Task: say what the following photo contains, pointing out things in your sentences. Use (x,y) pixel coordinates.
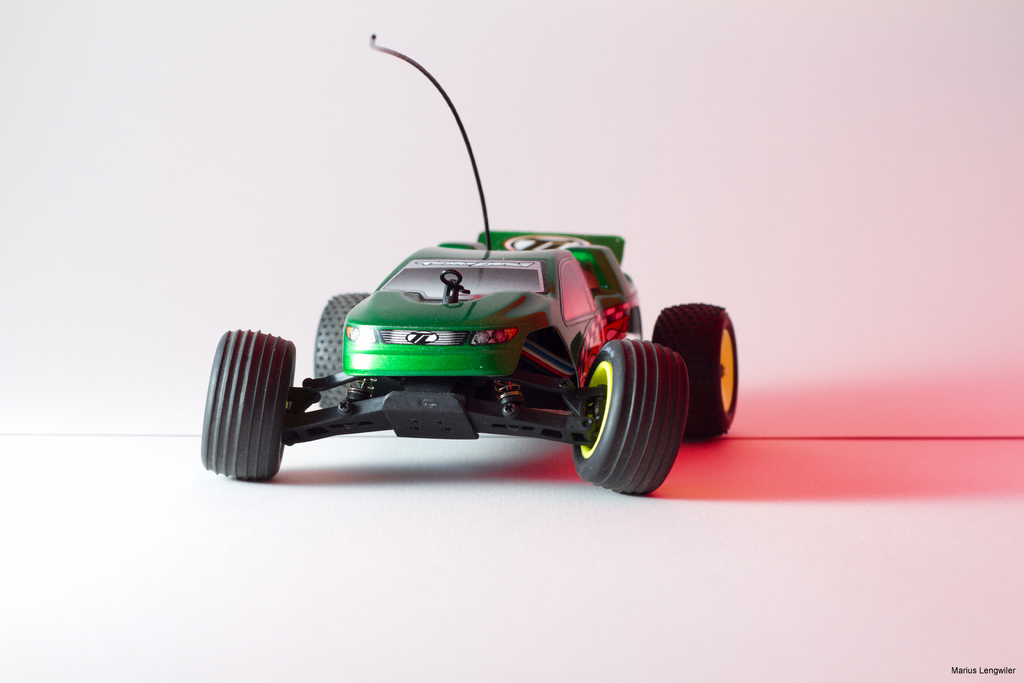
The picture representing the toy car (450,363), the car (473,355) is in green color the car (465,402) has four hot wheels (250,390) which are in black color, the car (555,375) has indicator light (504,337) and the headlight (477,339) This is the representing the symbol (430,339) of a car (422,337), this is hanger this is the door (584,315) of a car (446,294). The car background (779,148) is in white color. This is the watermark (972,672) and here is the shadow (698,476) of the car (718,431).
